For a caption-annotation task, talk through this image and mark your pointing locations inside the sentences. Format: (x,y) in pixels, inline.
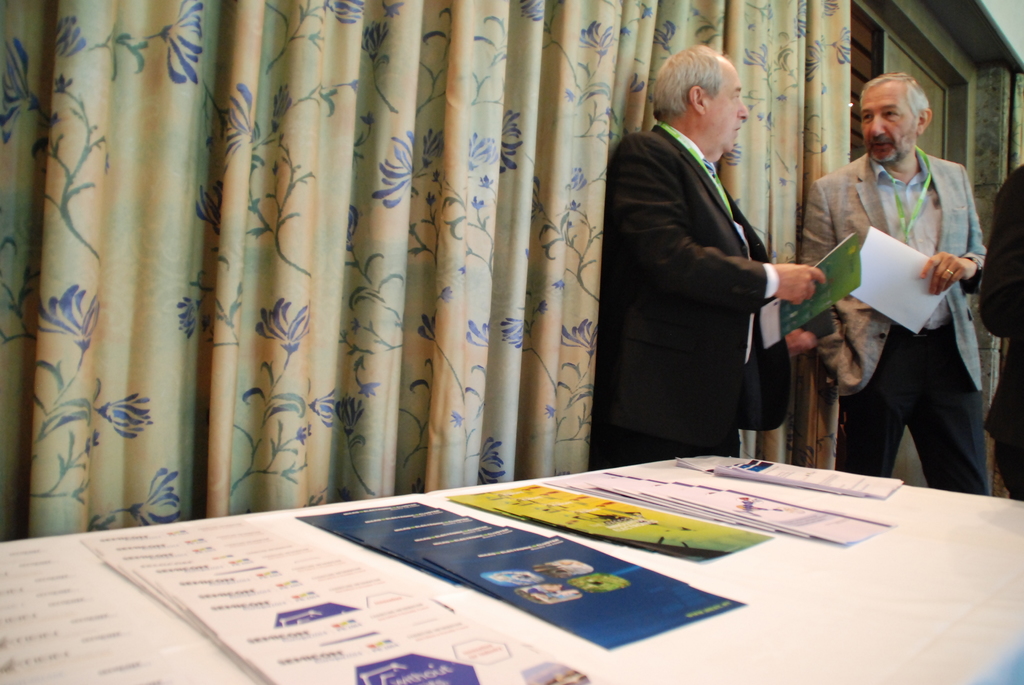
In this image, we can see people (876,192) wearing coats (703,197) and id cards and are holding books (823,293). In the background (391,152), there is a curtain (259,241). At the bottom (413,563), there are papers (474,538) on the table (819,605).
